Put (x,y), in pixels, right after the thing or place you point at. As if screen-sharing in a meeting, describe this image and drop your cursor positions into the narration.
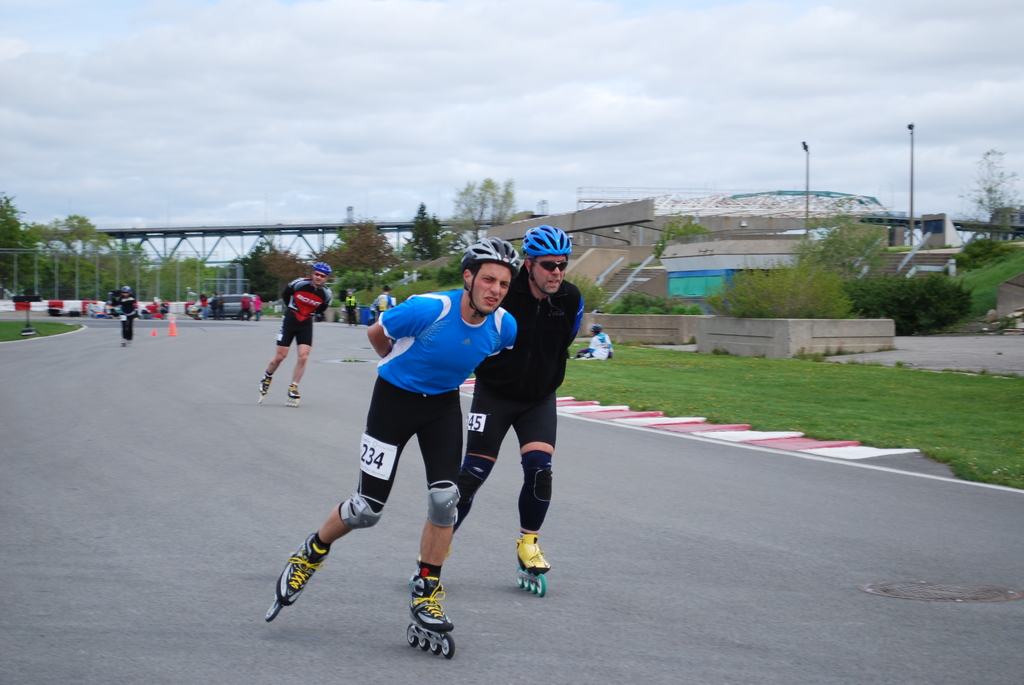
In this image I can see few persons (387,340) wearing helmets (497,251) on their heads (503,256) and skating on the road (702,575). On both sides of the road (185,335), I can see the grass (762,378). In the background (76,236) there are many trees (422,252), poles (809,193) and buildings (644,231). On the left side (257,225) there is a bridge (172,233). At the top of the image (496,77), I can see the sky (195,61) and clouds (181,89).
